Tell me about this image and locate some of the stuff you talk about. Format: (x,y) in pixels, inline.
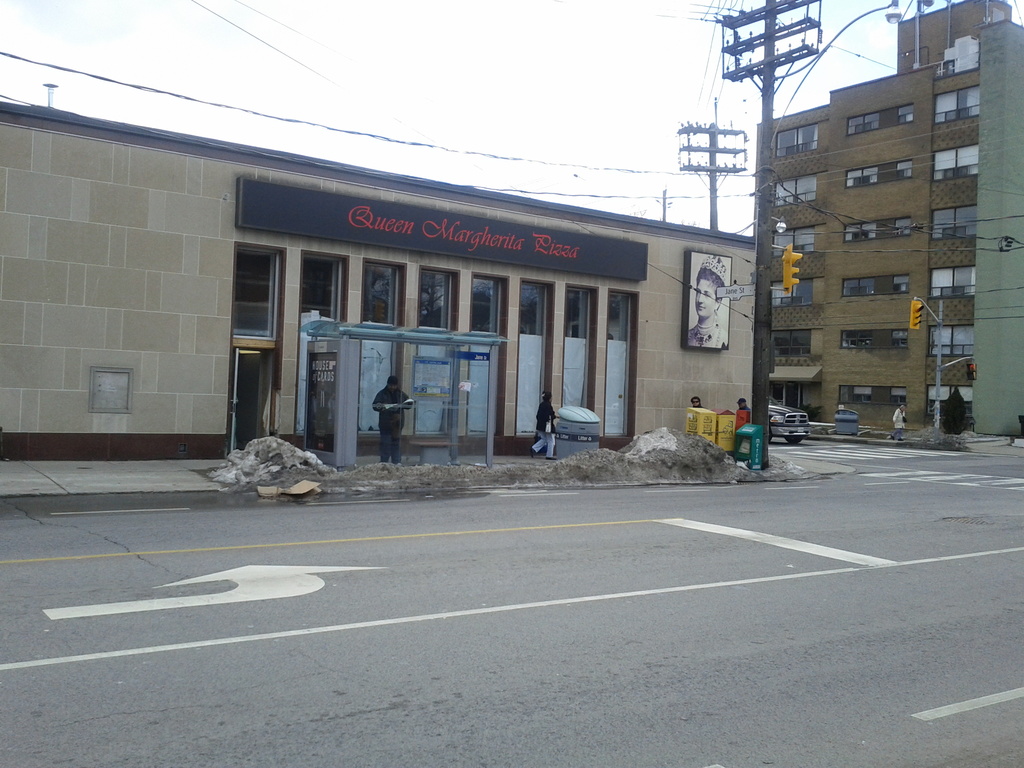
In this picture we can see road (601,533) and bins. There are people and we can see traffic signals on poles (941,308), wires (827,250), boards (365,207), vehicle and buildings (898,194), In the background of the image (533,89) we can see the sky (495,80).
